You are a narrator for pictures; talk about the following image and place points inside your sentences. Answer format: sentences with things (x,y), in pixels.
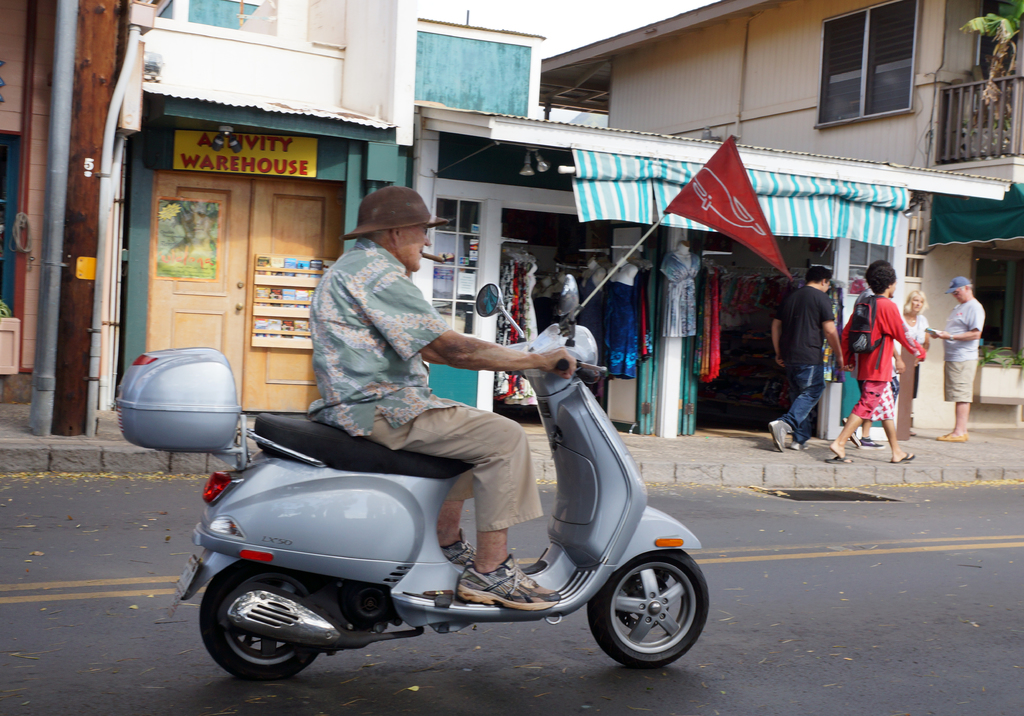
In this image we can see a man (488,442) riding motor vehicle (549,335) and a flag (707,172) tied to its handle (567,365), persons (888,405) walking on the footpath (935,457), stores (842,417), clothes (676,295) to the mannequins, name boards (213,158), buildings (720,100), plants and sky (580,34).
